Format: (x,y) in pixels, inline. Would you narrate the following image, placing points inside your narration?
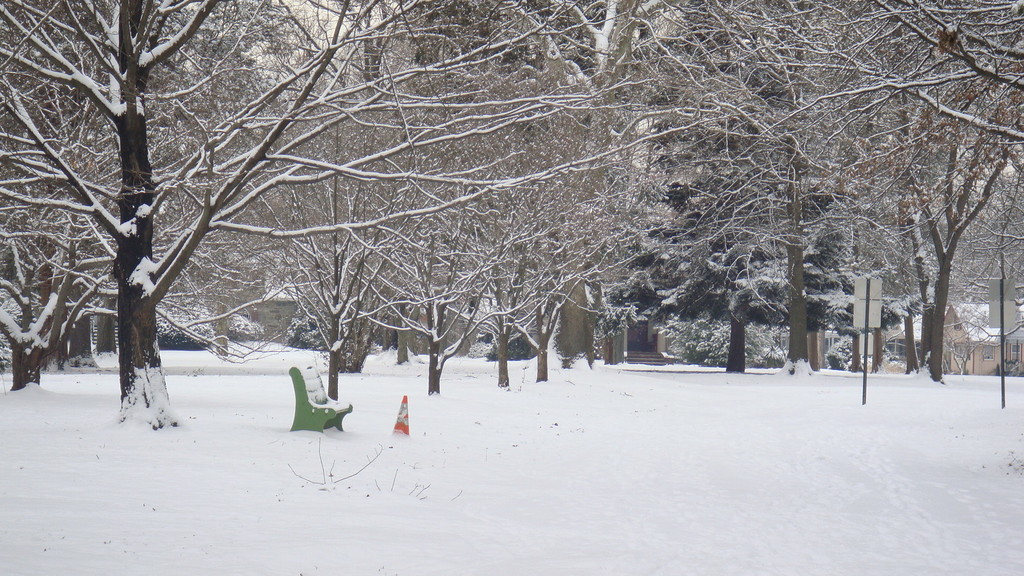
In this image I can see the snow (361,505). I can see the bench (298,404), traffic cone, poles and boards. In the background (930,304) I can see many trees (517,291).
